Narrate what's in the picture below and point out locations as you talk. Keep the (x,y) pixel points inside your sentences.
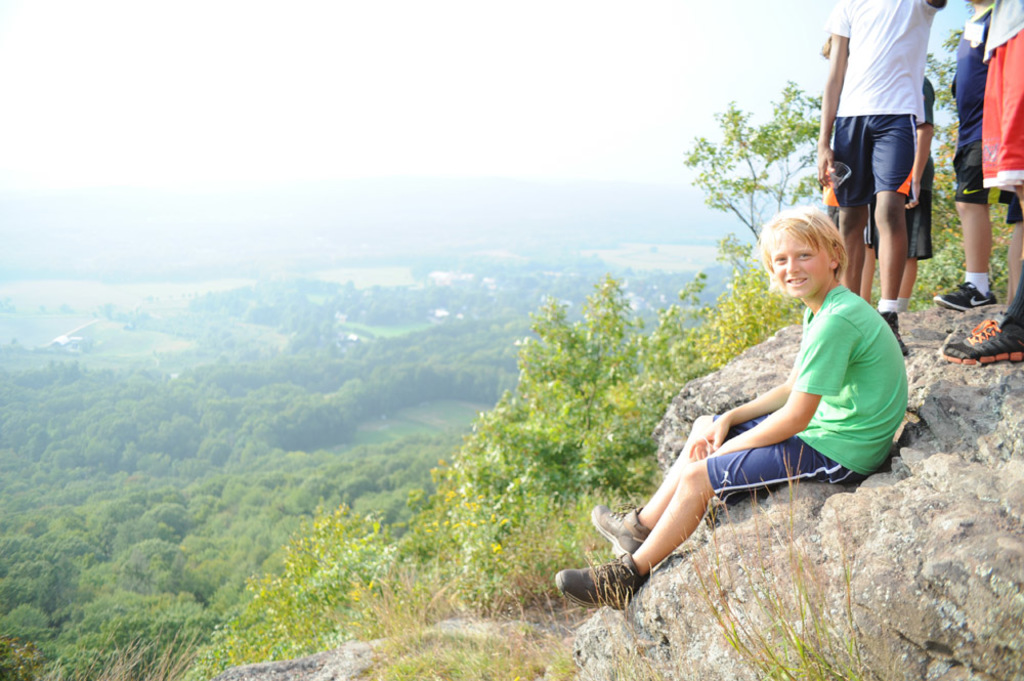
In this image there is a boy (891,361) sitting on the top of the mountain (902,315) and few (895,158) are standing, in the background (204,470) there are trees (522,355).
